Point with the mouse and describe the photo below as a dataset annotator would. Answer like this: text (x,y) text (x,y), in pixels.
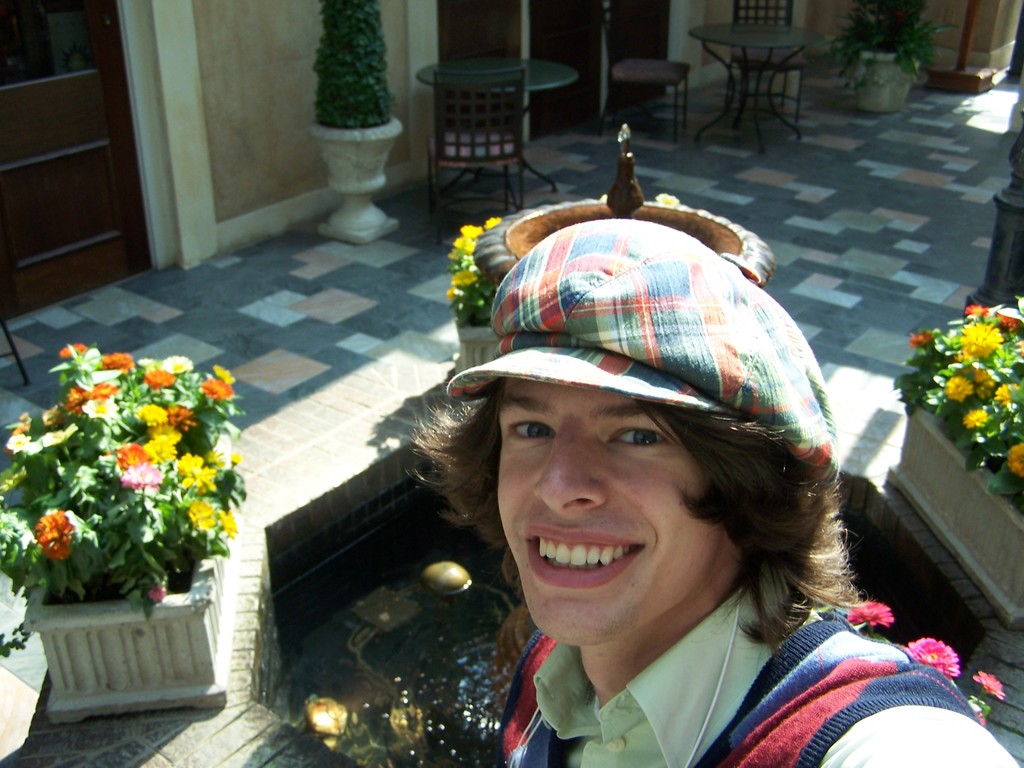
There is a person (747,628) standing and there is a fountain (450,542) flowers (91,414), tables (738,43), chairs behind him.
